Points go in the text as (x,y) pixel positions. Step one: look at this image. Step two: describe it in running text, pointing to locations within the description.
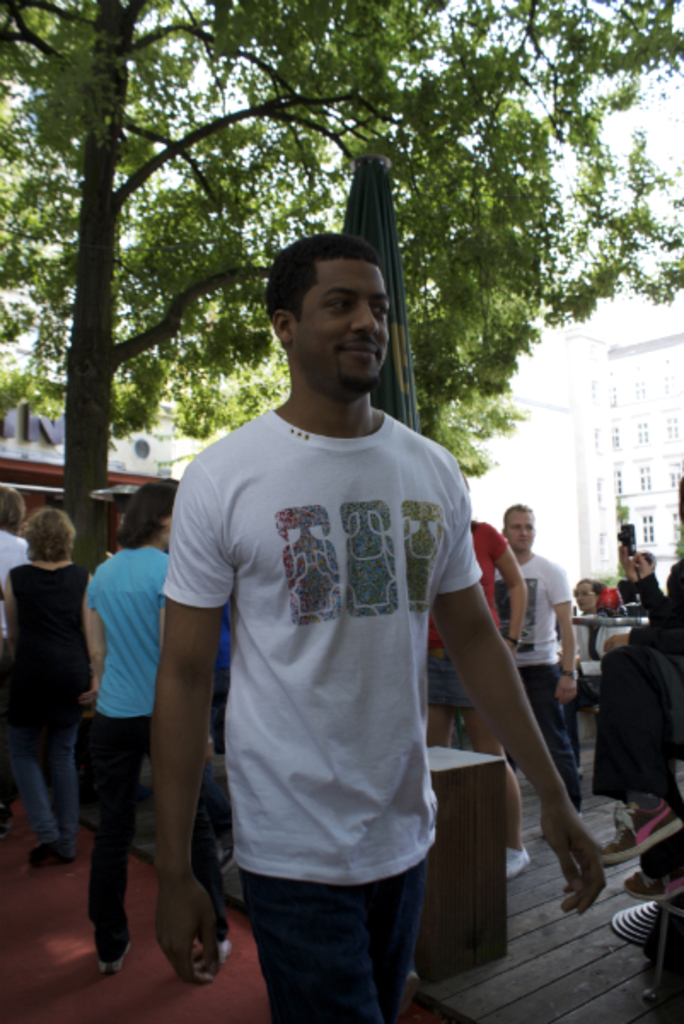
In this image, we can see a person (357,557) is smiling. Background (673,393) we can see a group of people (639,642), tree (83,394), building (647,500) and few objects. Here it looks like an umbrella (398,309). At the bottom (480,965), we can see red carpet (155,980), wooden floor (560,978) and box (480,848).
